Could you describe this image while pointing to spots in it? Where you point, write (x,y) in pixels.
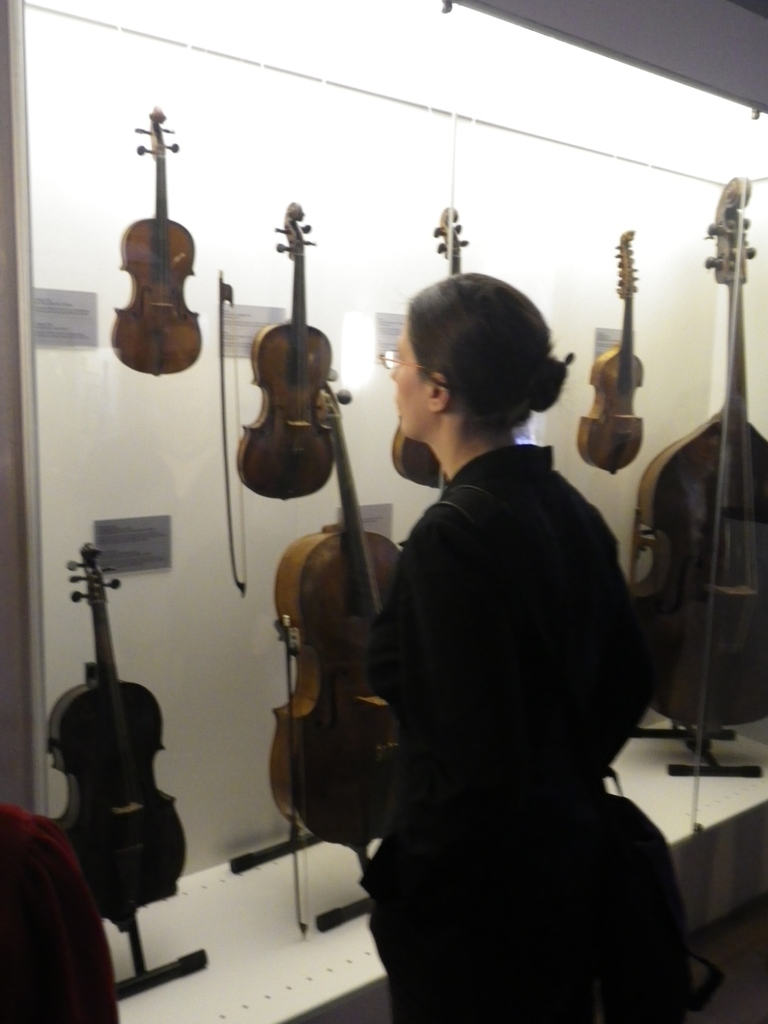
The woman (522,624) is looking at some of violins (304,347) in front of her.
